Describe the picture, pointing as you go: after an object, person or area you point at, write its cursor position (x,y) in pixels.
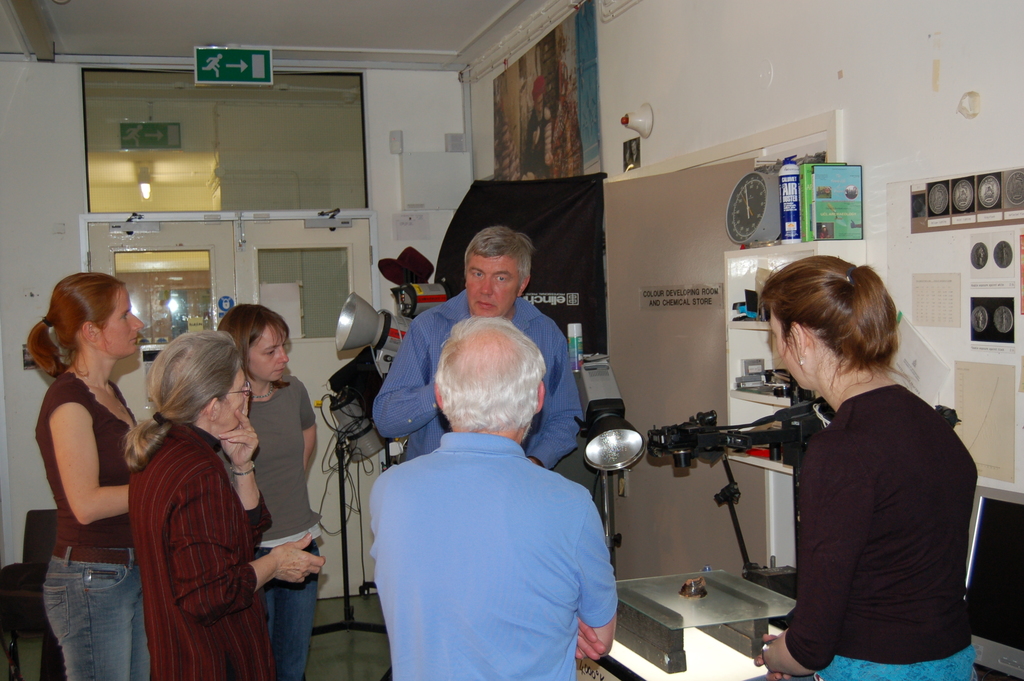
In the picture we can see some testing lab (45,125) with some people (833,348) standing and listening to the man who is explaining something and beside him we can see a table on it, we can see some testing objects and into the wall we can see some poster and near it we can see doors (727,523) and to the wall (691,149) we can see rack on it we can see a clock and something placed.
